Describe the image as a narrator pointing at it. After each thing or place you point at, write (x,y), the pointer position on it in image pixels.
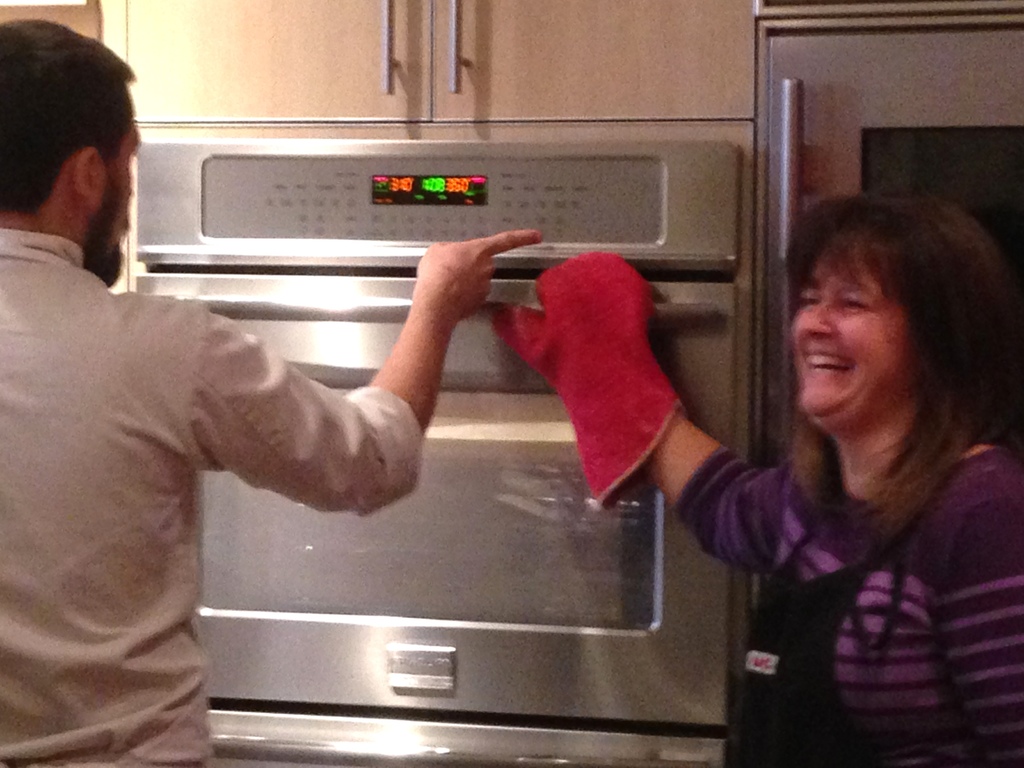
In this picture I can see there is a woman (897,349) and a man (26,232) standing here and there is a micro oven (463,203) and the woman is smiling.
